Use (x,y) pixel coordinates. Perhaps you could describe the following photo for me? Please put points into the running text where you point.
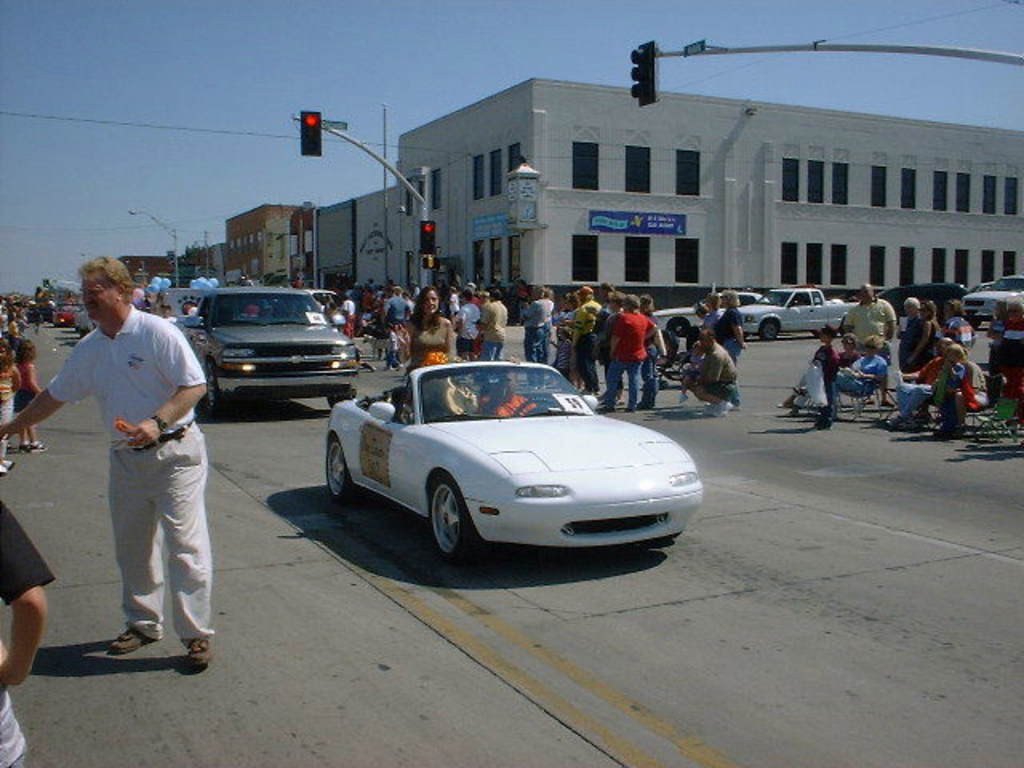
In this image I can see number of people (7,662) where few of them are sitting and few are standing. I can also see few people (431,296) are in a car (431,426). In the background (476,190) I can see few street lights (635,67), buildings (495,224), balloons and few vehicles (693,326).
